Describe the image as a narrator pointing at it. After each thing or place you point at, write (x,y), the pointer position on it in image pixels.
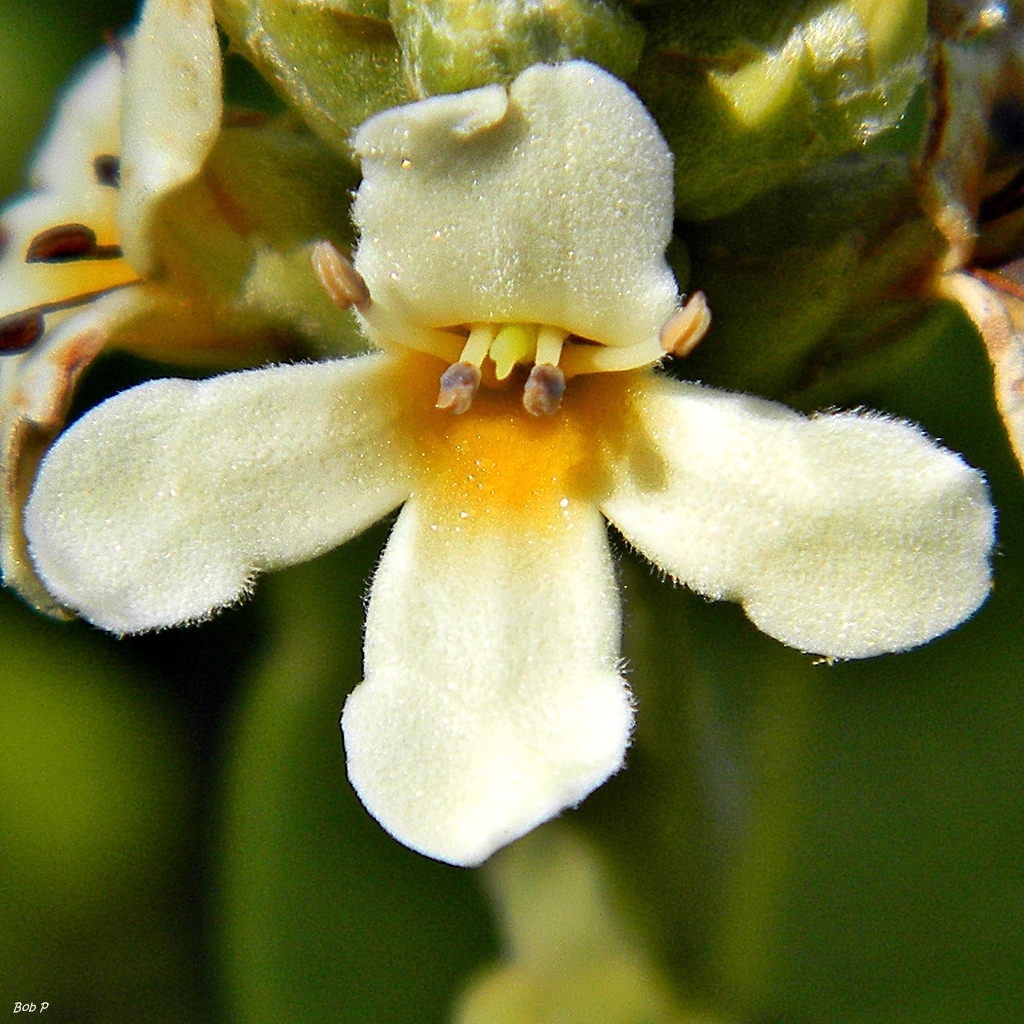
In this picture we can see flowers (454,537) and in the background (792,784) we can see it is blurry, in the bottom left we can see some text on it.
